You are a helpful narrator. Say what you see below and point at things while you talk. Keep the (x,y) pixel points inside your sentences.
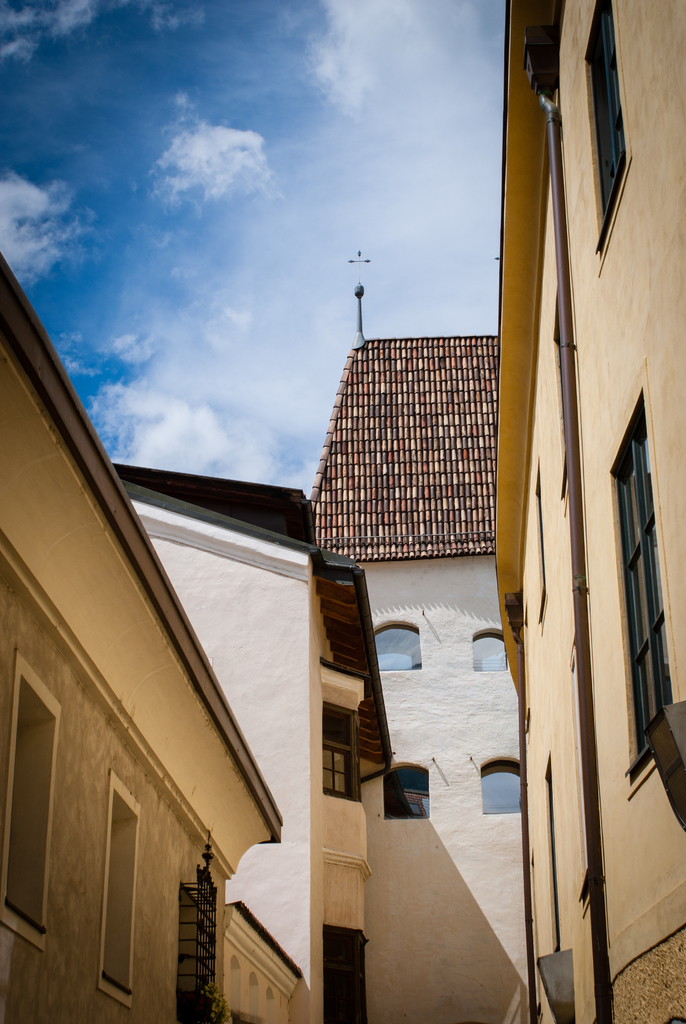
In this picture we can see there are buildings (278,819) with windows (344,722) and pipes (389,757) and on the building (378,435) there is a pole (360,315). Behind the buildings (239,494) there is the sky (211,225).
